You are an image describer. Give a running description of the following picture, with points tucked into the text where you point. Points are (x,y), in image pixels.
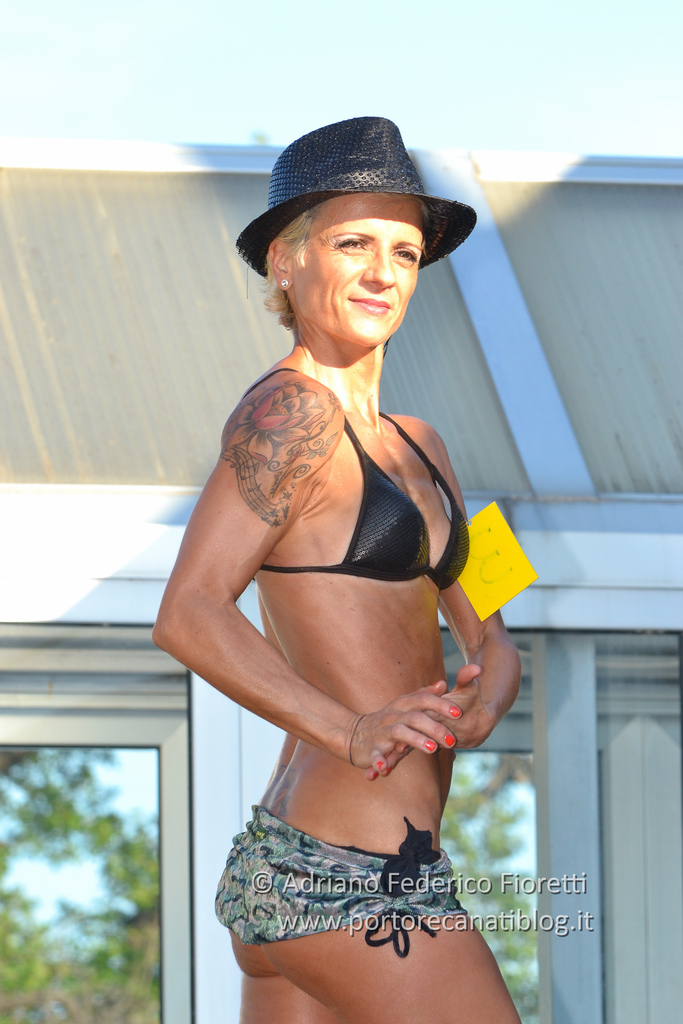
In this image I can see a woman (219,614) is standing and I can see she is wearing a black hat (474,215). I can also see a yellow colour thing (468,568) over here and in the background (630,965) I can see a building (176,374).
